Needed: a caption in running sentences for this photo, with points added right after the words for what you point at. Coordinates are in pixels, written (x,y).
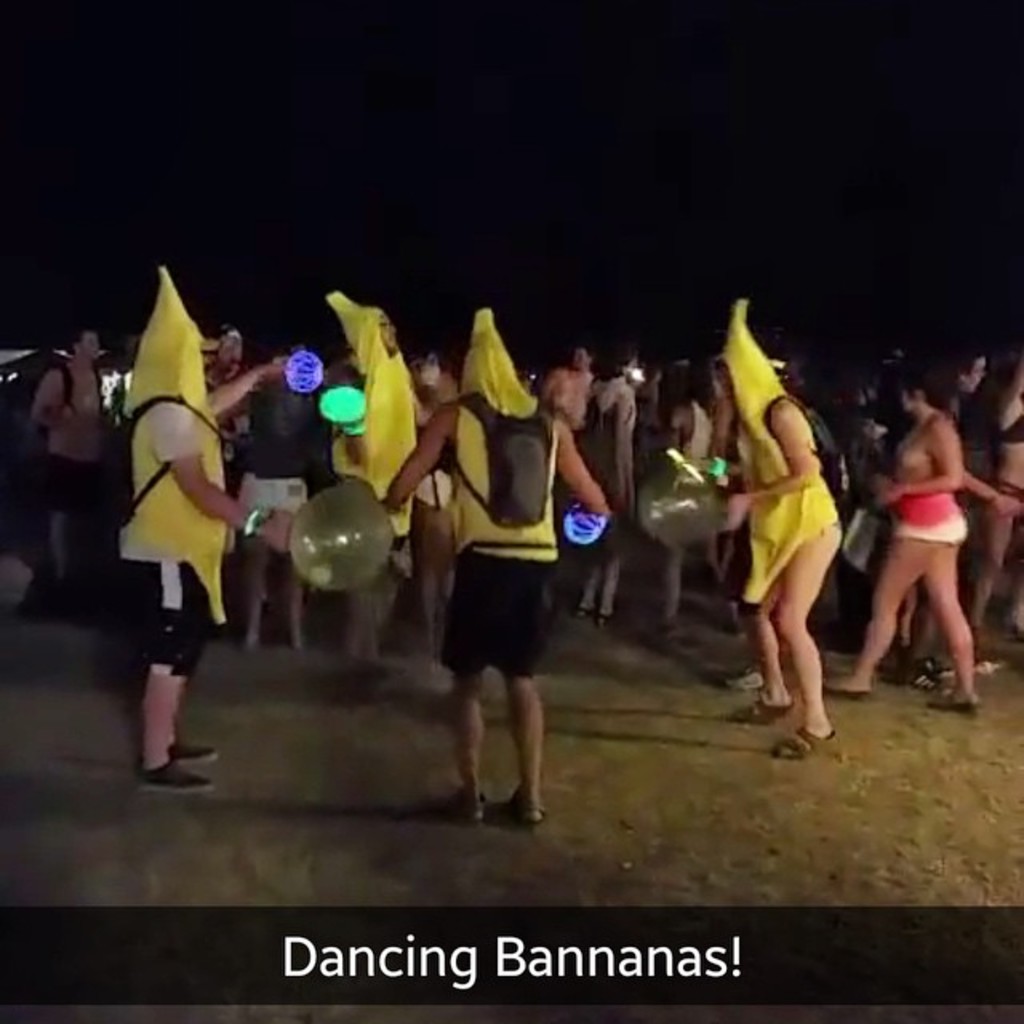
There are many people (567,437). Some are wearing yellow color dresses (475,466) and bags (488,452). Also some are holding balloons (659,503) and lights (301,362). On the down of the image there is something written on the black background.
